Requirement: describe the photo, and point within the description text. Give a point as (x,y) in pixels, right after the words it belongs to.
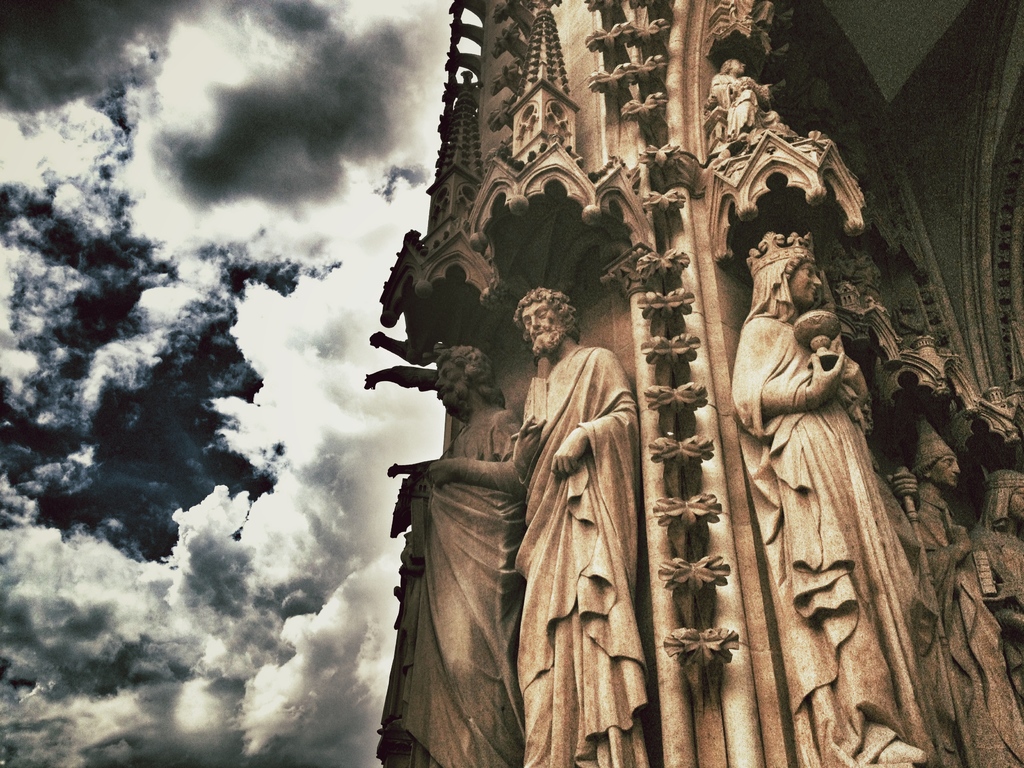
In this picture I can see the sculptures (599,391) in front (596,629) and on the left side of this image (212,156) I see the sky (194,365) which is cloudy.
